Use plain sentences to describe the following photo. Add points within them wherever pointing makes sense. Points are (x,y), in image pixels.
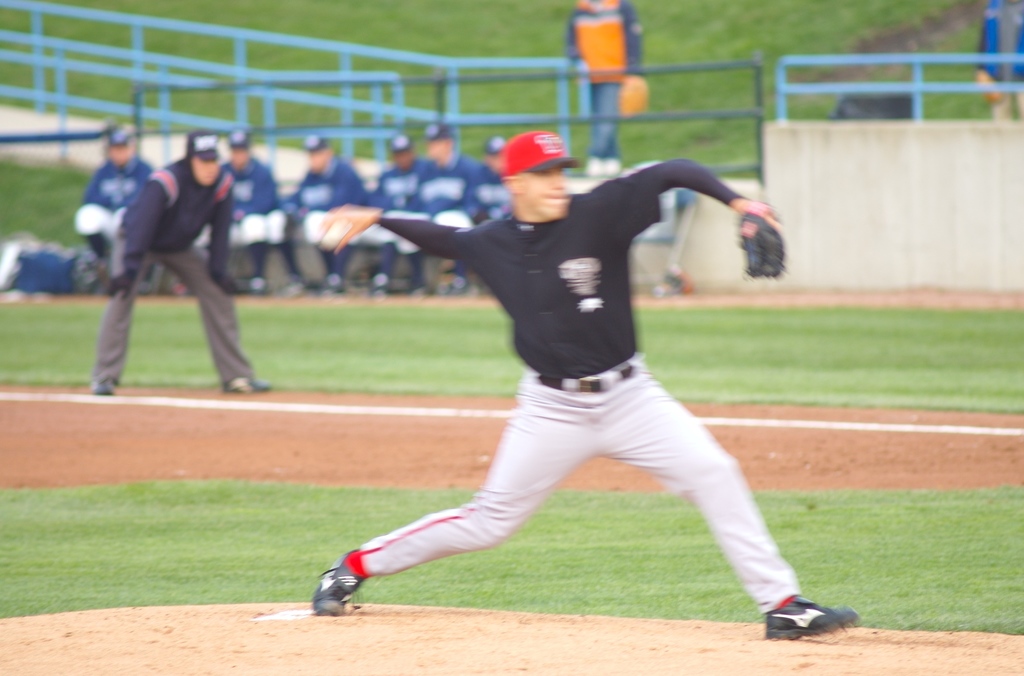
In this picture I can observe a person (513,212) playing baseball in the ground (475,339). He is wearing black color T shirt (579,242) and red color cap (533,153) on his head (533,159). In the background (351,196) there are some people (248,199) sitting on the bench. I can observe railing (270,92) which is in blue color.
